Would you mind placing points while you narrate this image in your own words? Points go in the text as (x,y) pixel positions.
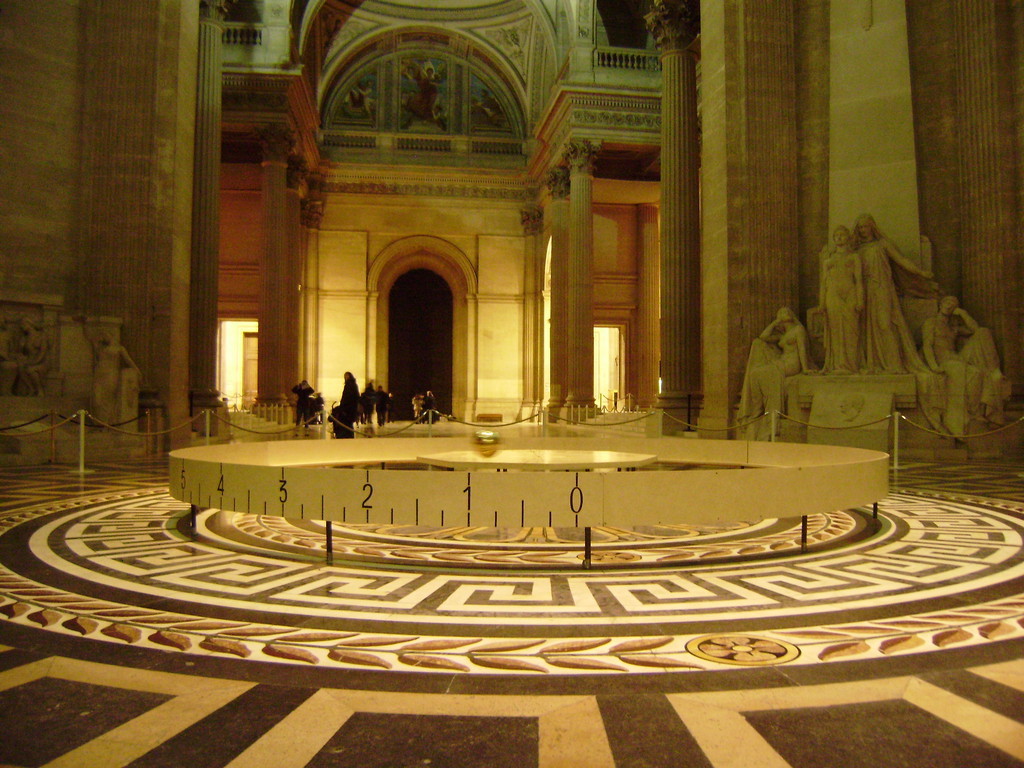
In the foreground of the picture (371,497) there is railing like object (468,488). In the center (510,453) there is table like object (524,462). In foreground (508,638) we can see tiles (995,501). On the right (846,392) there is sculpture (759,345). On the left (90,355) that is sculpture (83,342). In the center of the background (311,391) there are people (345,391). At the top (431,83) there are pictures (428,100) on the roof (463,34). In the background (311,245) there are pillars (540,300).
